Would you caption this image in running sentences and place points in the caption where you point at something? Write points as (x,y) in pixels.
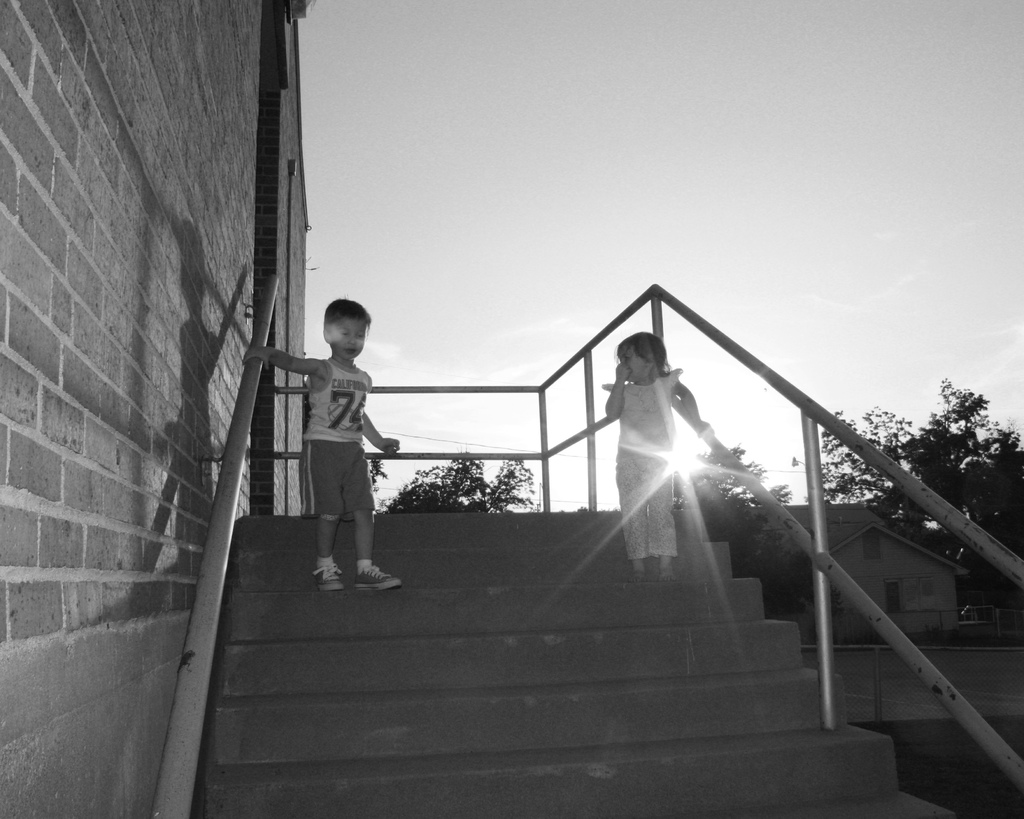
In the image we can see there are two kids (324,498) standing on the stairs (541,622) and behind there are lot of trees (995,485). There is a building (838,601) and the image is in black and white colour.
